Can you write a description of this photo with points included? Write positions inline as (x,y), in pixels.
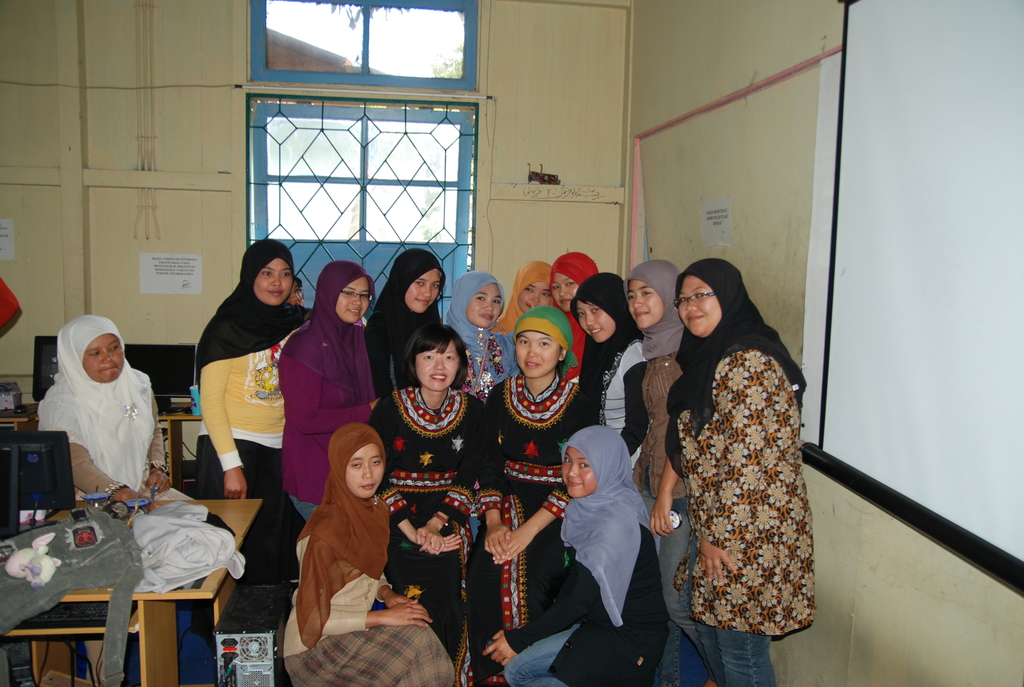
The picture is taken in a room (743,130). At the center of the picture (492,296) there are women (445,405). On the left (220,614) there are clothes (60,533), desktops (53,457), desks (228,578), cables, woman (102,397) and other objects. On the right (972,397) there is a projector screen (929,289). In the background (401,132) there are cables (147,206) and windows (376,110), outside the window (361,40) there are trees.
